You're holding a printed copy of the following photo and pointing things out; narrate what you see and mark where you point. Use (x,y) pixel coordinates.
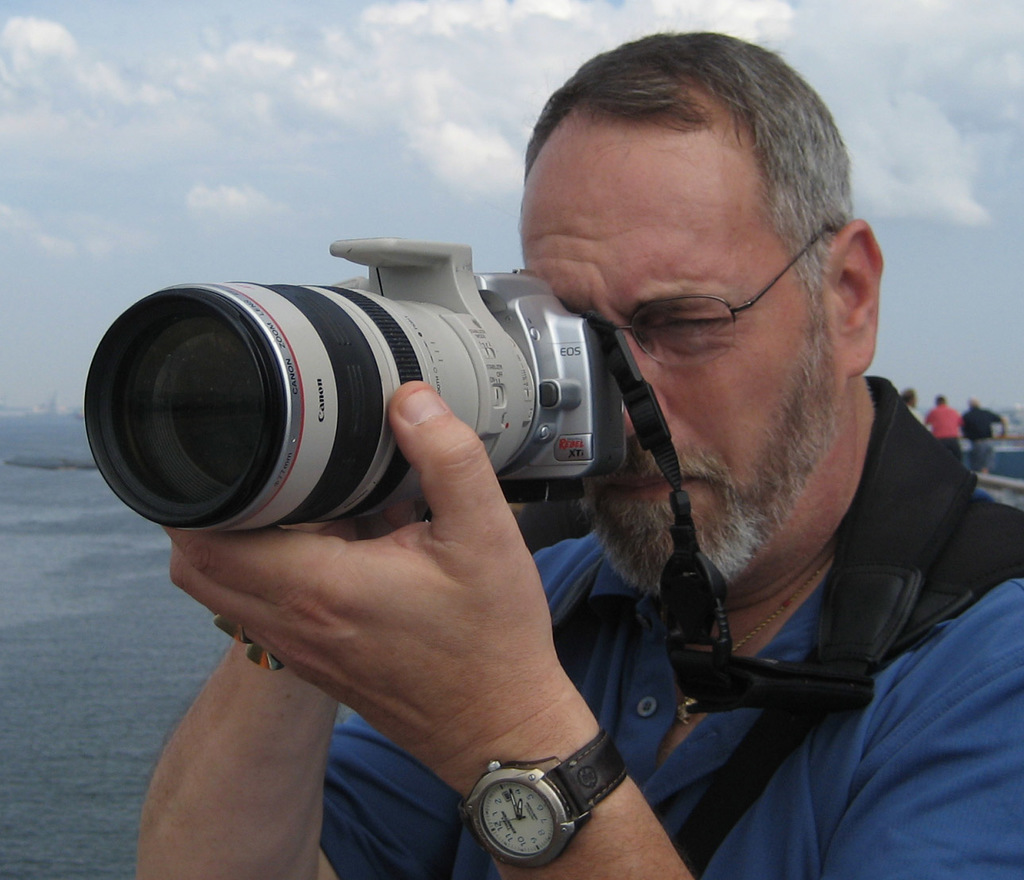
In the picture we can see a man (562,616) standing and holding a camera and is capturing something. We can see a wrist watch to his hand (430,491), and he is wearing a blue T-shirt (554,557). In the background (998,428) we can see some people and sky (979,45).
